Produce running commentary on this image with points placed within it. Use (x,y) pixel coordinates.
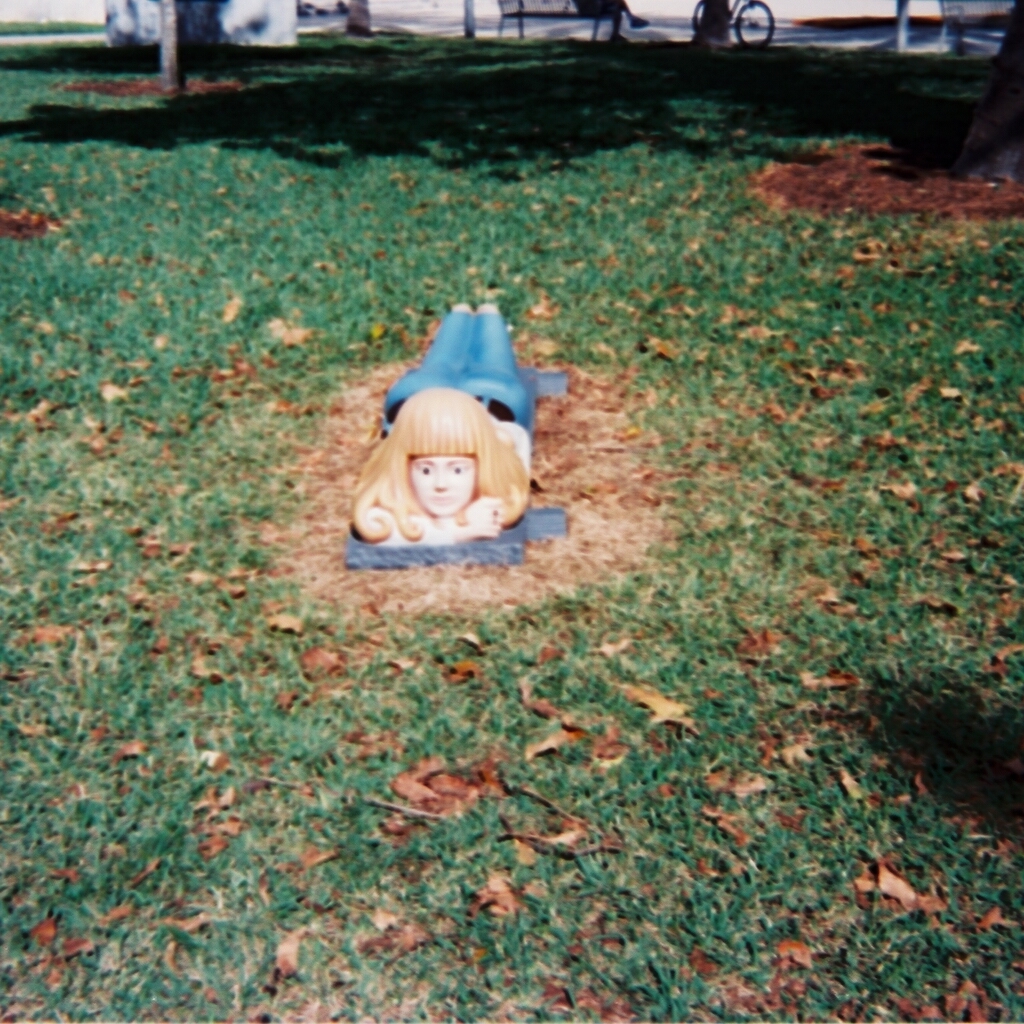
In this image I can see it looks like a sculpture (514,497) in the middle (461,477). There is the grass (272,795) in this image.
